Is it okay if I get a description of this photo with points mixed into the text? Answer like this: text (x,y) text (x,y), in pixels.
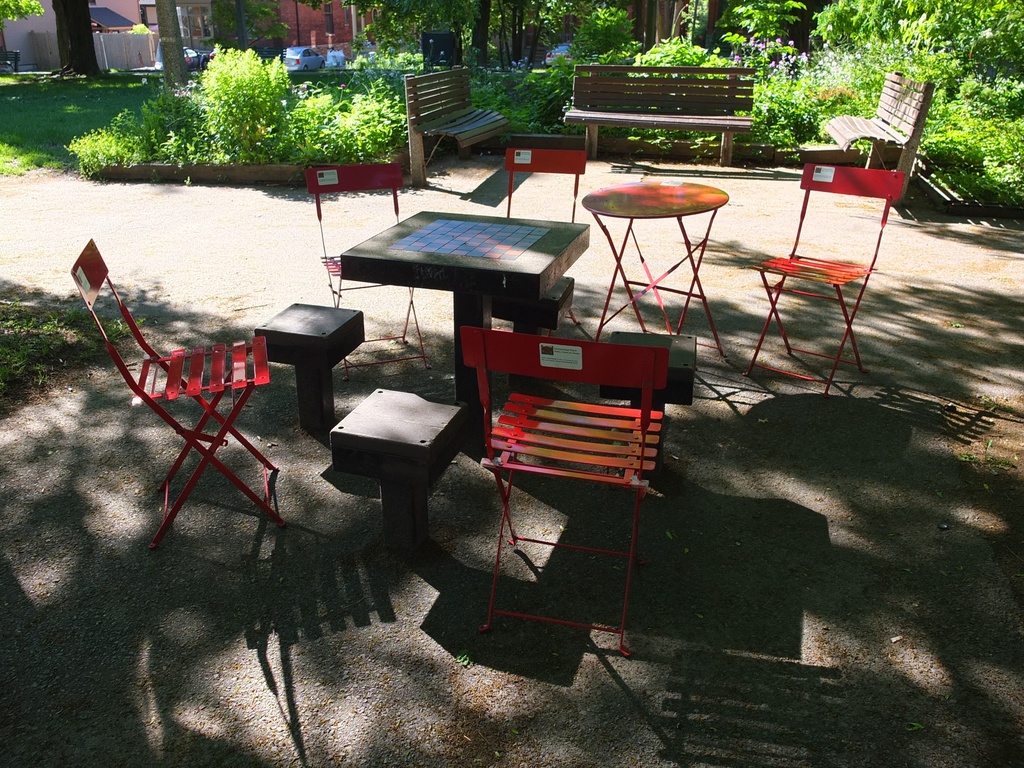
In this image I can see few tables (545,247), few chairs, few benches (900,90), plants (231,127), shadows (63,312) and in the background (93,76) I can see grass (60,86).
